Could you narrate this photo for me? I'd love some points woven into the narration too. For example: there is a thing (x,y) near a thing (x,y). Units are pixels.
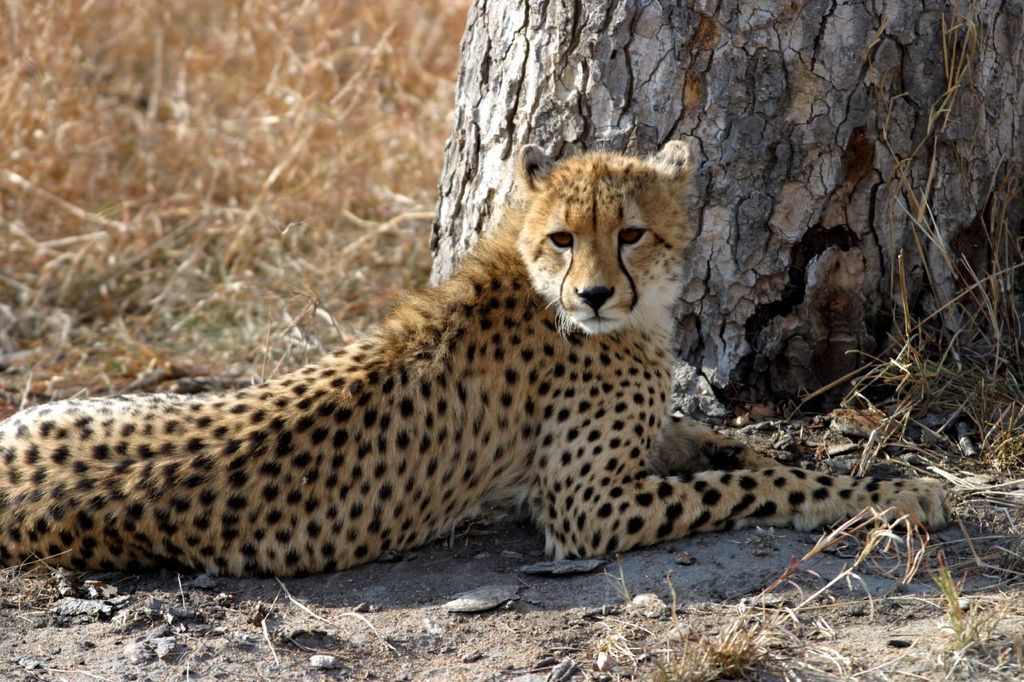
In this image I can see a cheetah (212,409) lying on ground (254,579) and I can see trunk (751,122) of tree (642,140) and grass (265,130).
